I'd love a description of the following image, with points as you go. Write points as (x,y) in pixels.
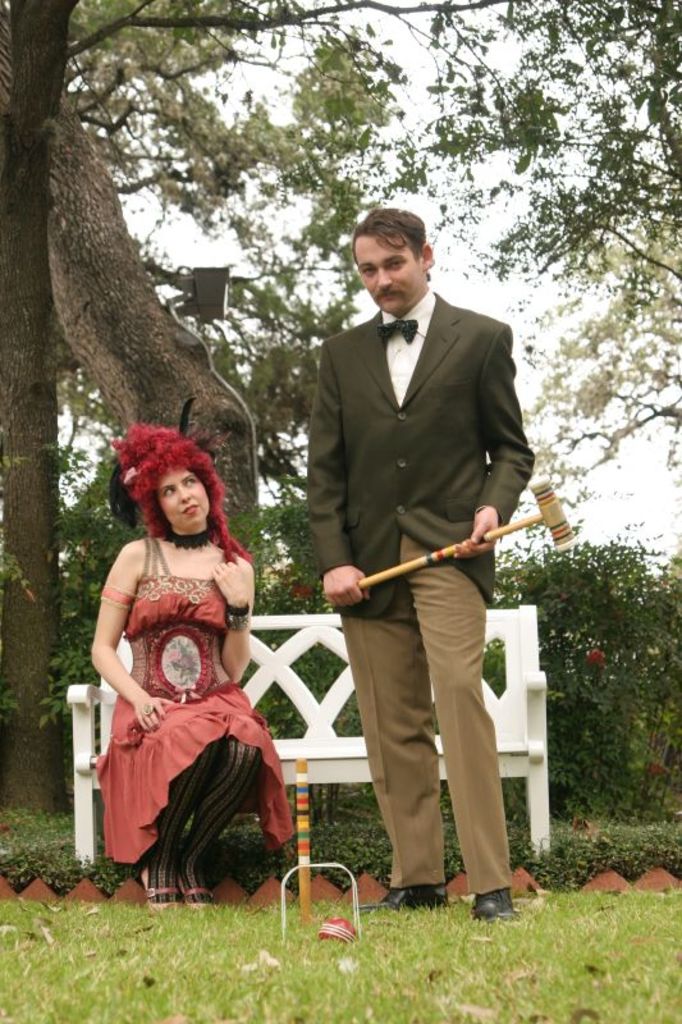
In this image, we can see a person (437,339) standing and holding a hammer (384,577) with his hands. There is an another person (232,705) sitting on the bench (335,692). There is a ball (337,923) at the bottom of the image (351,928). In the background (294,852), we can see trees (269,162) and some plants (619,557).
